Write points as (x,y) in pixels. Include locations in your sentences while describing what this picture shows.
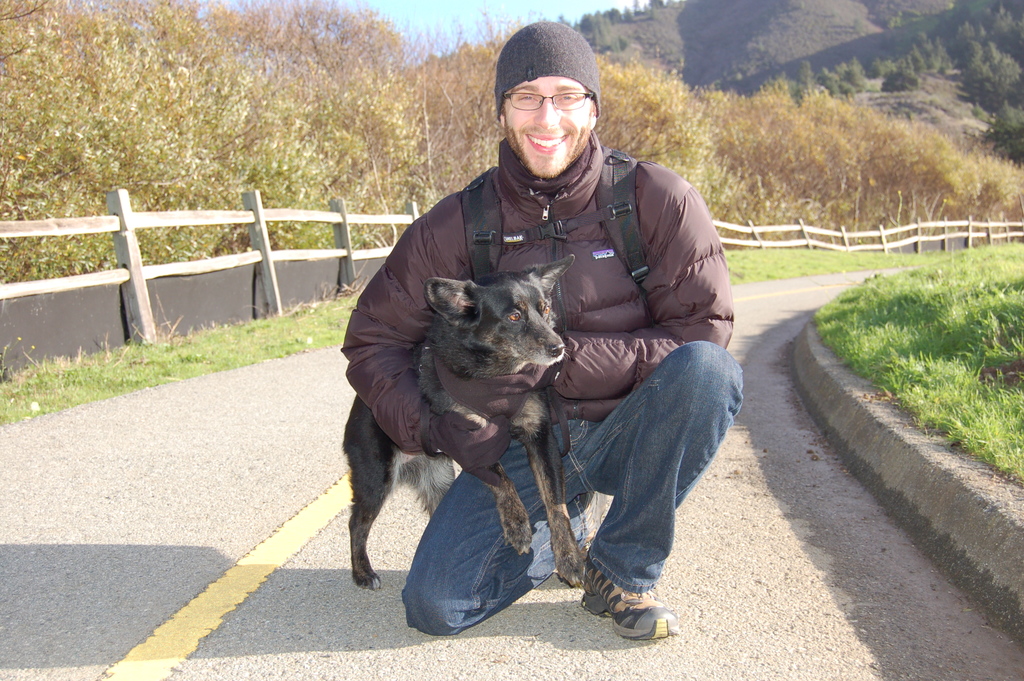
Here we can see a person (454,595) on road (403,583) with a dog (470,413) in his hand (502,380) smiling, wearing a backpack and a cap (513,49), behind him we can see plants (604,62) present.
